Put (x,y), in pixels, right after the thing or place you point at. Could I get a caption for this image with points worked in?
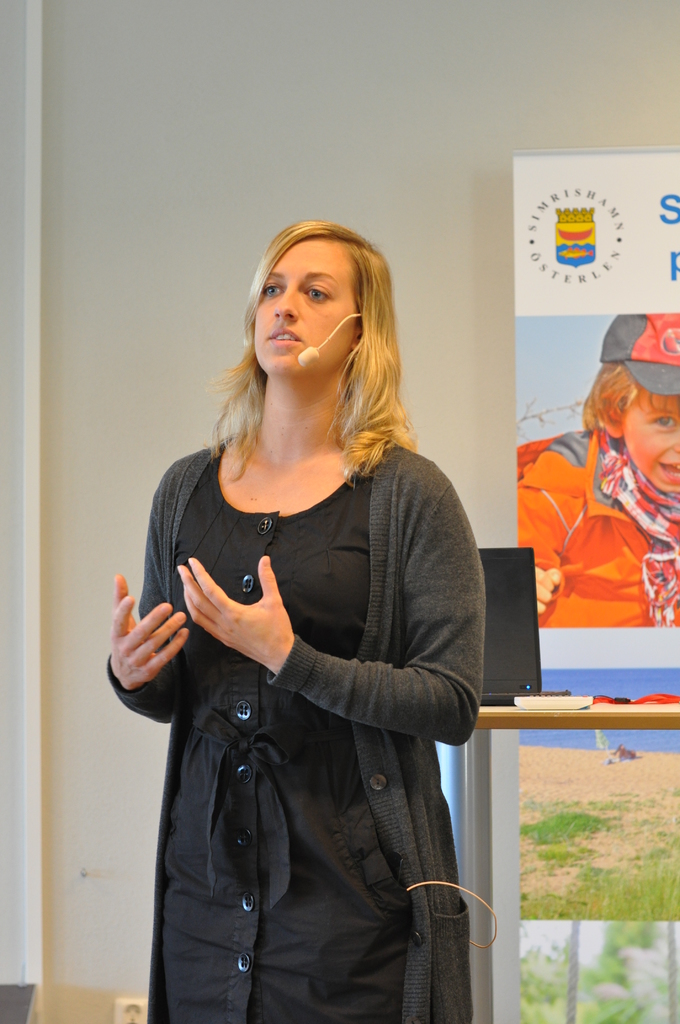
In the background (348,169) we can see the wall (348,169), board (655,419) and few objects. In this picture we can see a woman (410,933) wearing a black dress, microphone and looks like she is talking. She is standing.
